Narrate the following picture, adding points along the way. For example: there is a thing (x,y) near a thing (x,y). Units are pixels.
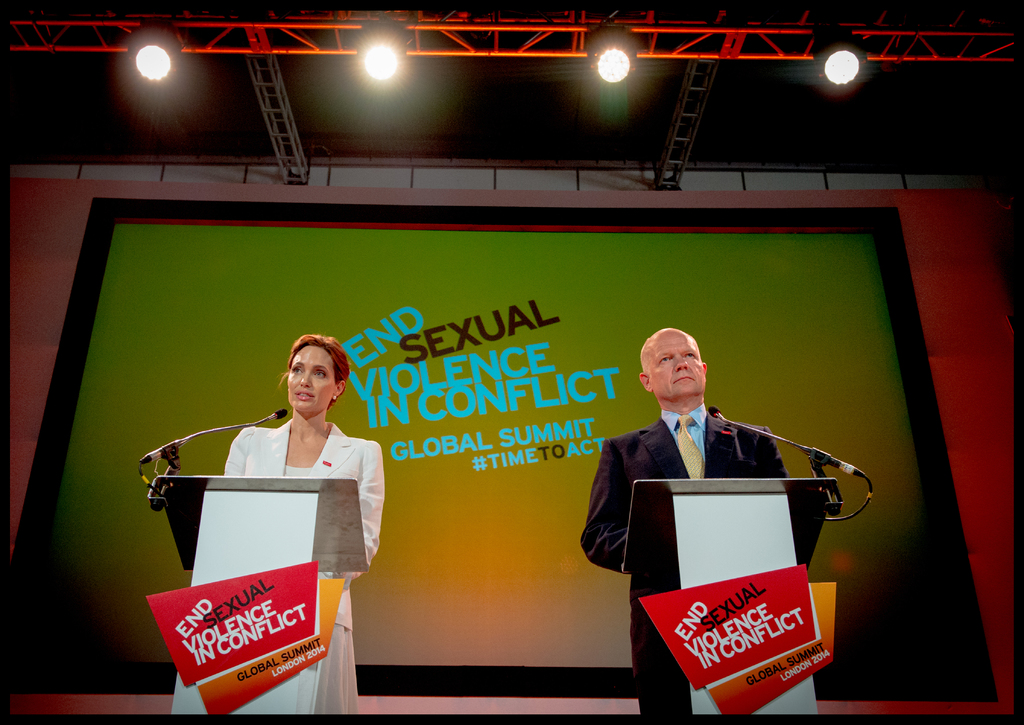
In this image there are two people (695,394) standing in front of the dais (665,504). On top of the dais (355,477) there are mike's (818,454). Behind them there is a screen (511,231). On top of the image (505,91) there are lights (833,80).
